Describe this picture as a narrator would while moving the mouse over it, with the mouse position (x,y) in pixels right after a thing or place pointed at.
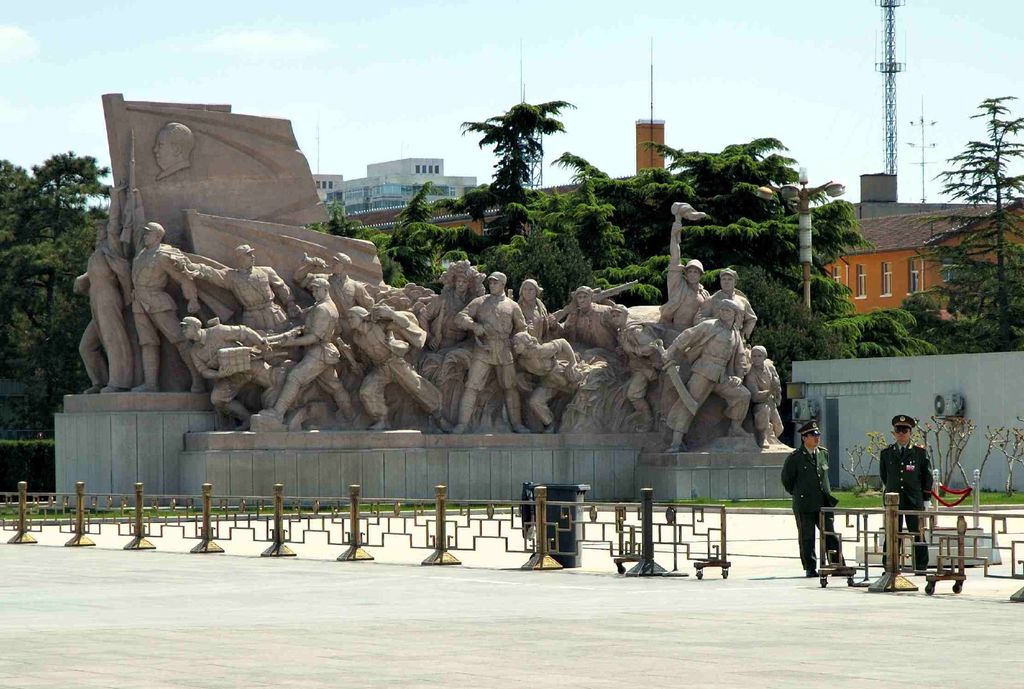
In the foreground of the picture (245,217) I can see the statues (309,202). There are two men (804,507) on the road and they are on the right side (793,474). I can see the design metal fence (176,500) on the road (939,531). In the background (783,319), I can see the buildings (898,255) and trees (575,220). There are clouds (255,27) in the sky (467,109). It is looking like a transmission tower (887,32) on the top right side of the picture (889,142).
